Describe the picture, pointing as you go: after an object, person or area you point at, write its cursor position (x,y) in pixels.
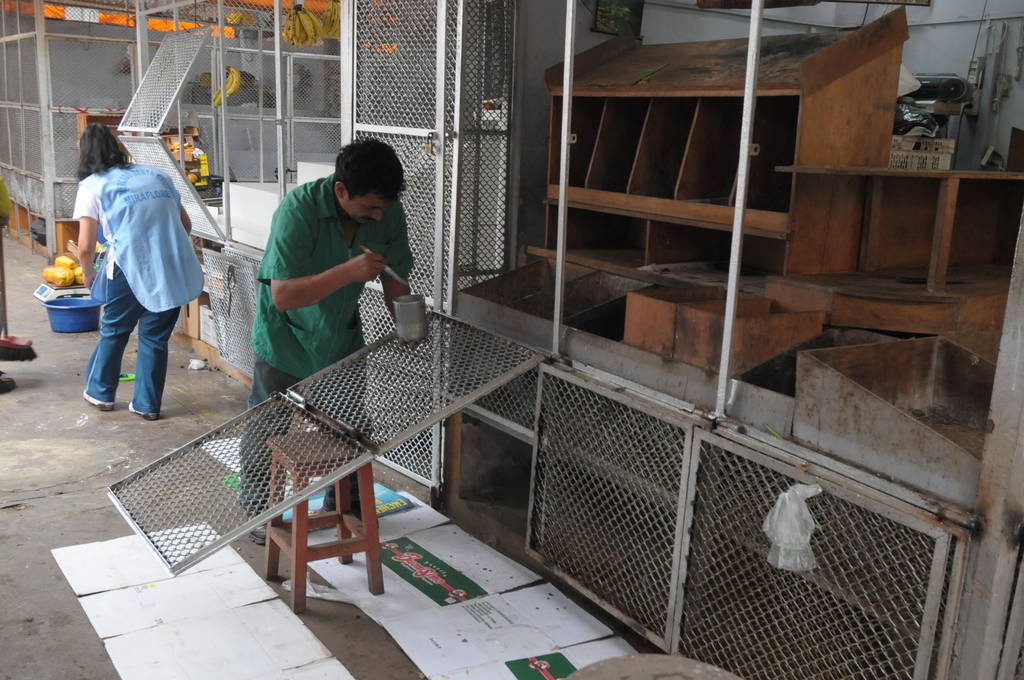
In the picture I can see a person (324,296) wearing green color shirt (303,250) is holding a brush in his hands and standing, here we can see grill (447,289), stool (304,523) and another person (122,271) standing, here I can see wooden cupboard (680,213), blue color tub (81,307) and few more objects (46,277) in the background (46,277).
